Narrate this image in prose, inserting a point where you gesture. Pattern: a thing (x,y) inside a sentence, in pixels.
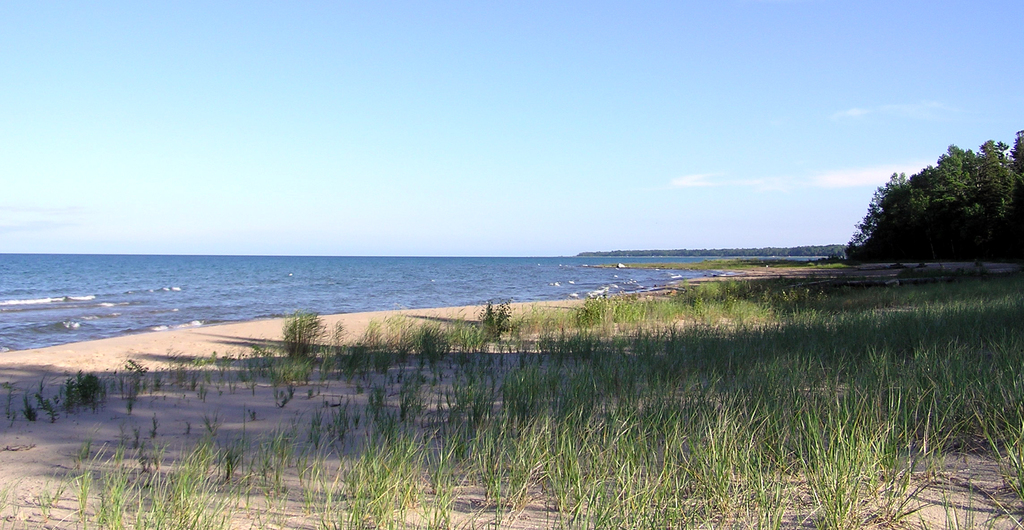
In this picture, there is an ocean (250,277) towards the left (187,270). Towards the right (735,327), there is a land (427,400) with grass (826,369). Towards the right corner (979,210), there are trees (984,160). On the top (735,115), there is a sky (619,126).
